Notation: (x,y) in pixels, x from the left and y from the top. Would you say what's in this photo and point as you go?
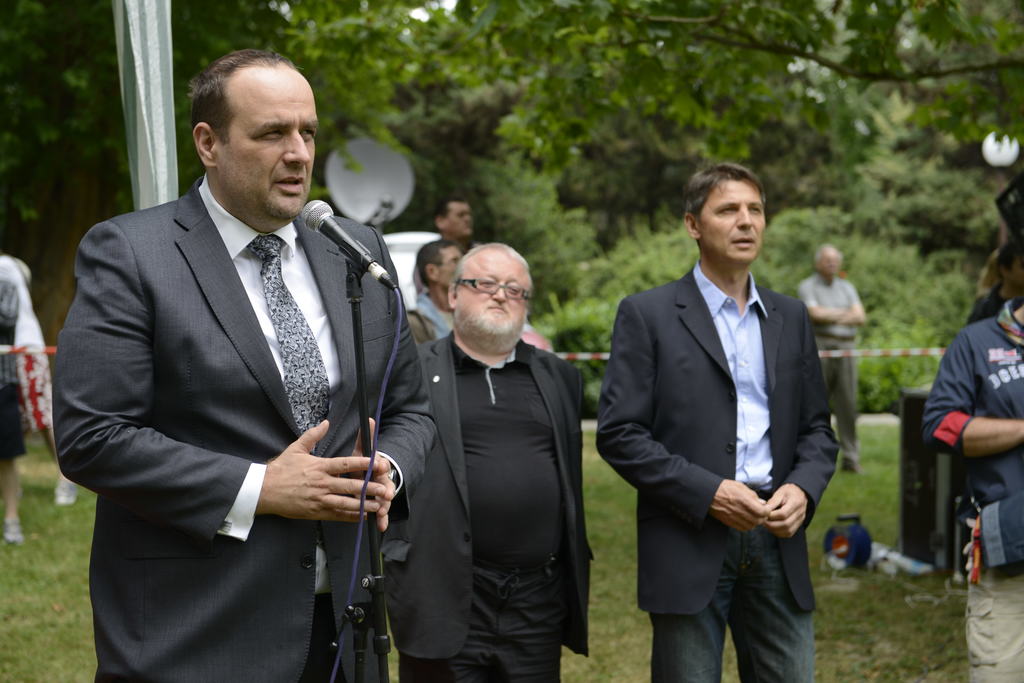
In this image we can see a person (288,350) standing beside a mic (359,251) and its stand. We can also see a group of people (741,342) standing, some objects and a speaker box (925,537) placed on the ground (914,573). We can also see some grass (857,490), a ribbon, dish (383,162), bulb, and a group of trees (782,81).
